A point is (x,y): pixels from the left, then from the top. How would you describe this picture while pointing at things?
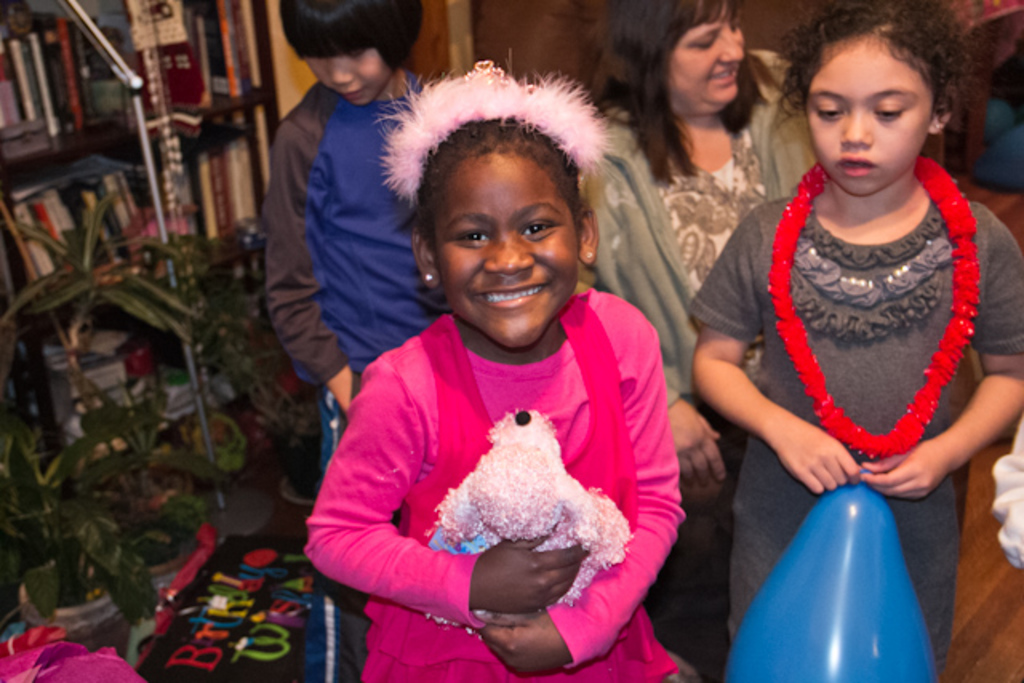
In the image we can see there are children (828,479) wearing clothes (808,412). Here we can see a child (866,420) holding balloon (808,573) and the other one (430,447) is holding teddy (519,501). We can see there are many books (98,174) kept on the shelf (113,120). Here we can see the plant pot (64,447), wooden floor (976,607) and other objects (66,658).
